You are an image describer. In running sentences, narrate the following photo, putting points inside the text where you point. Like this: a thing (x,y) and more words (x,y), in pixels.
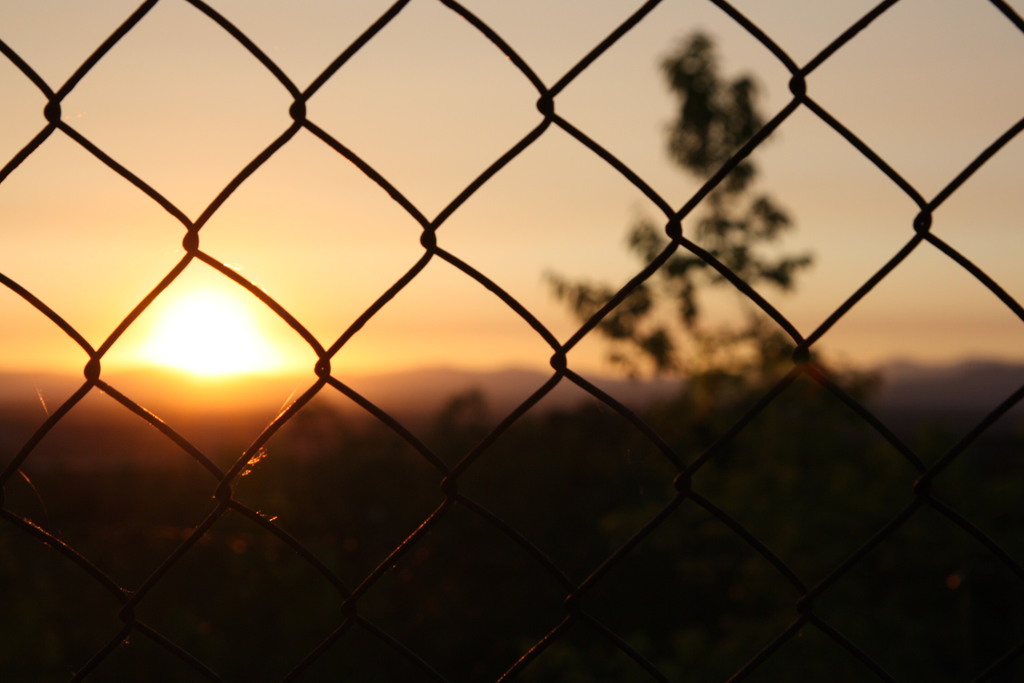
In the image we can see in front (735,425) there is an iron fencing (277,427). Behind there is a tree (749,334) and there is a sunset (219,328) in the sky (184,343).
